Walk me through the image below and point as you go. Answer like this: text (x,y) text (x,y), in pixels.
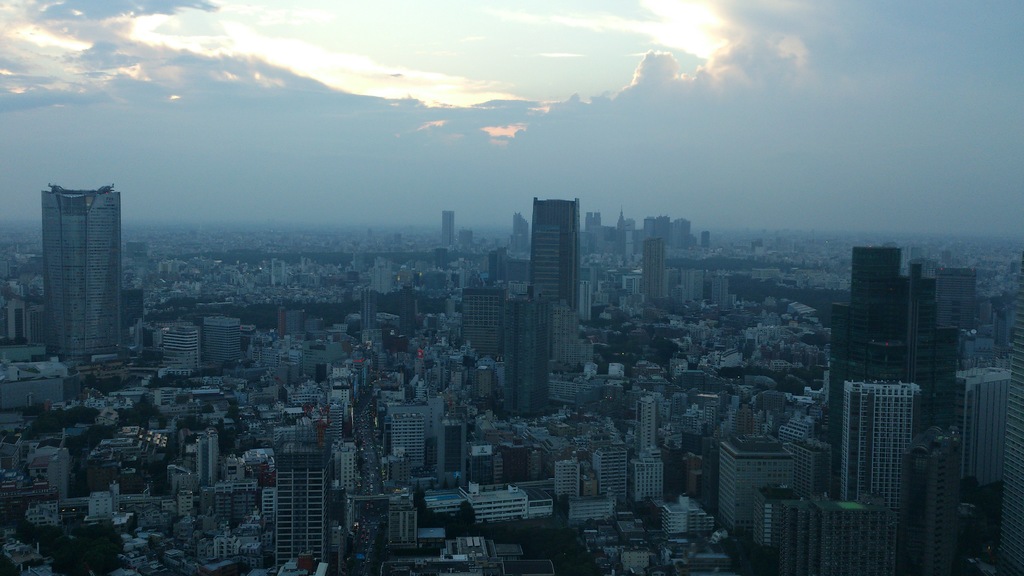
In this image I see number of buildings (513,250) and I see the sky (814,127) which is cloudy.
